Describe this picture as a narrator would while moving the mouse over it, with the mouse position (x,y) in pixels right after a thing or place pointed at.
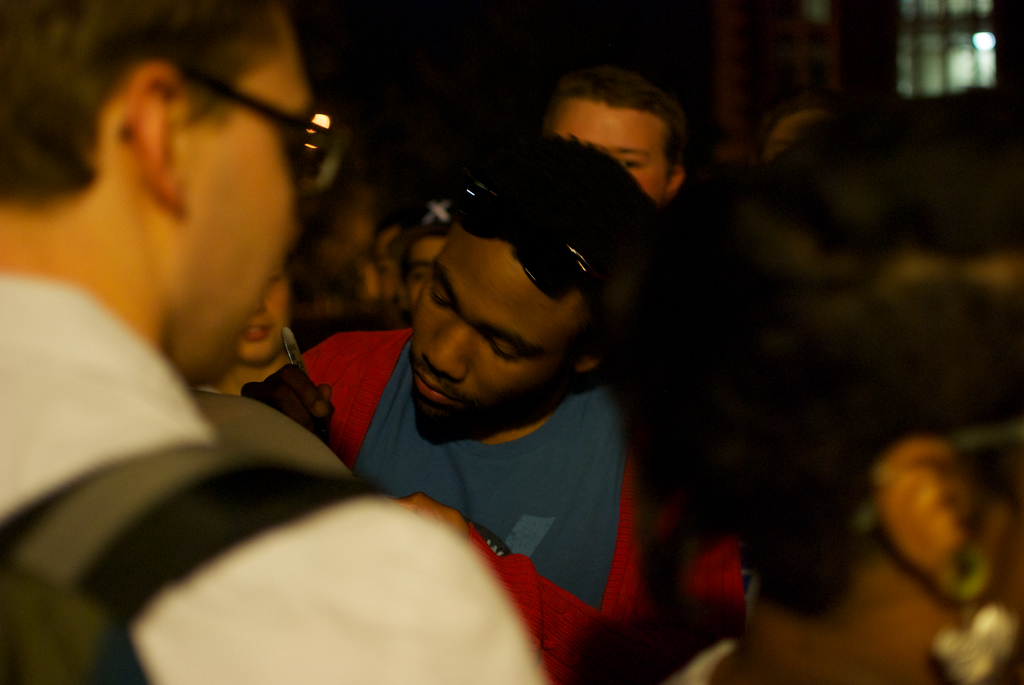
In this image I can see the group of people (646,559). In front (398,527) the person (187,418) is wearing white color shirt (385,521) and I can see the dark background (477,37).
